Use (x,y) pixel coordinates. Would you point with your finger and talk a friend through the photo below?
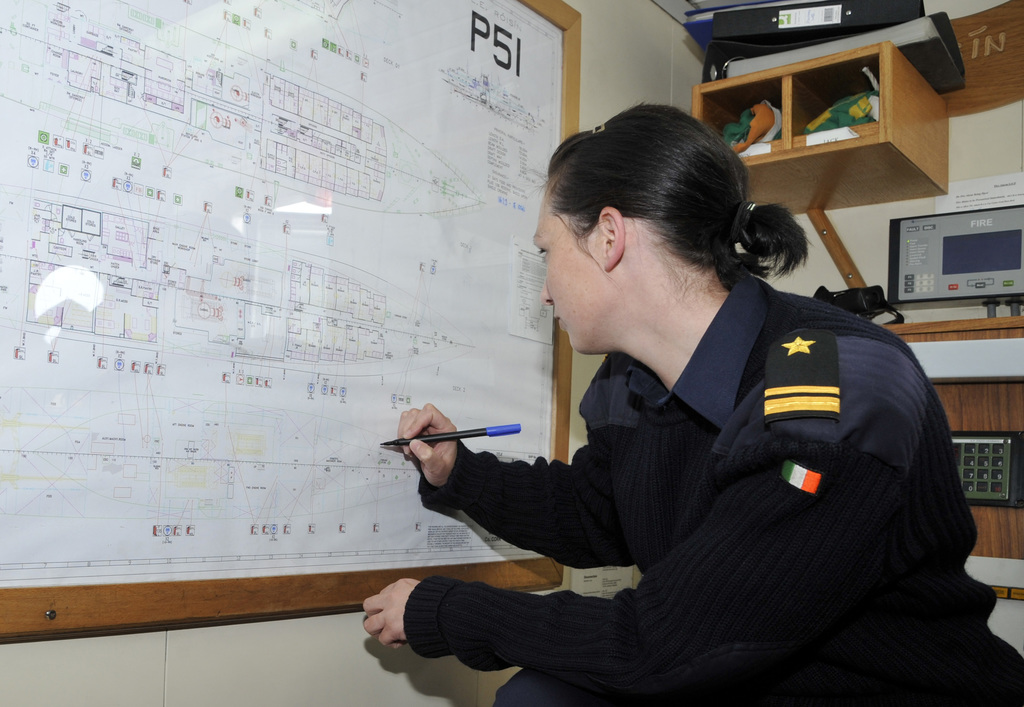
In this image I can see a woman (640,362) in the front (808,399) and I can see she is wearing black colour dress (658,541). On the left side of this image (78,143) I can see a white colour board (448,395) and on it I can see something is written. On the right side of this image (996,216) I can see a monitor (1013,214), a keyboard (977,483), few files (790,38) and few other things (907,195).
